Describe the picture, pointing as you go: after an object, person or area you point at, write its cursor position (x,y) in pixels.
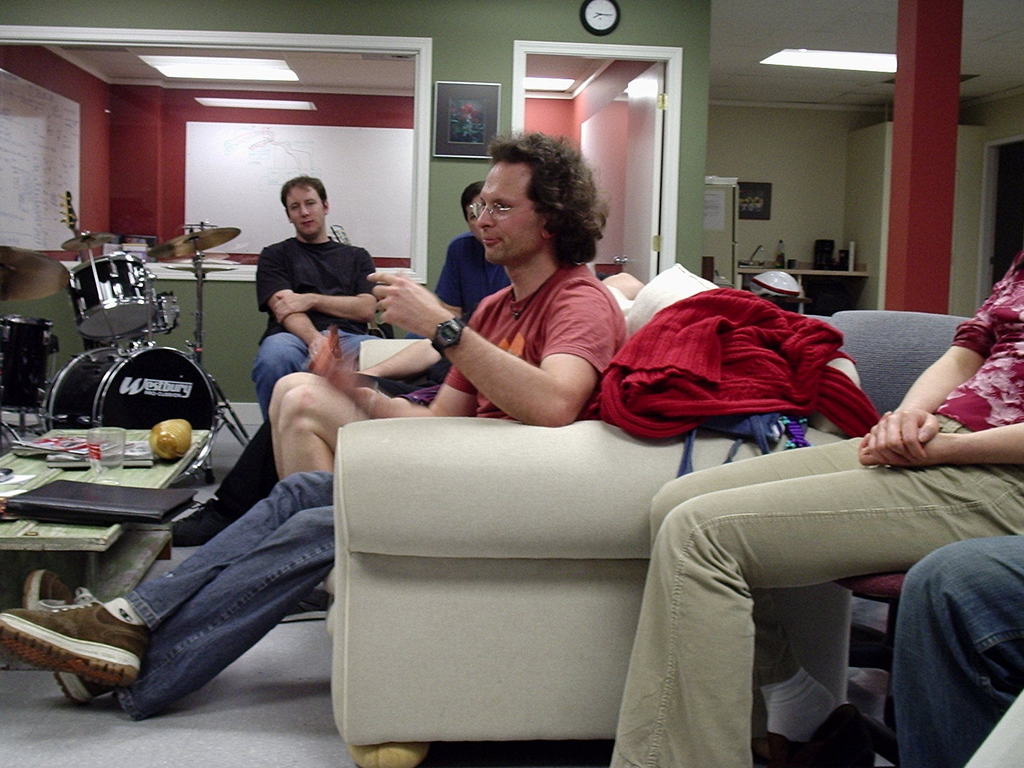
In the image I can see some people (503,313) who are sitting on the sofas (344,521) in front of the table (138,512) on which there are some things (99,430) placed and also I can see some doors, lights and a clock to the wall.
